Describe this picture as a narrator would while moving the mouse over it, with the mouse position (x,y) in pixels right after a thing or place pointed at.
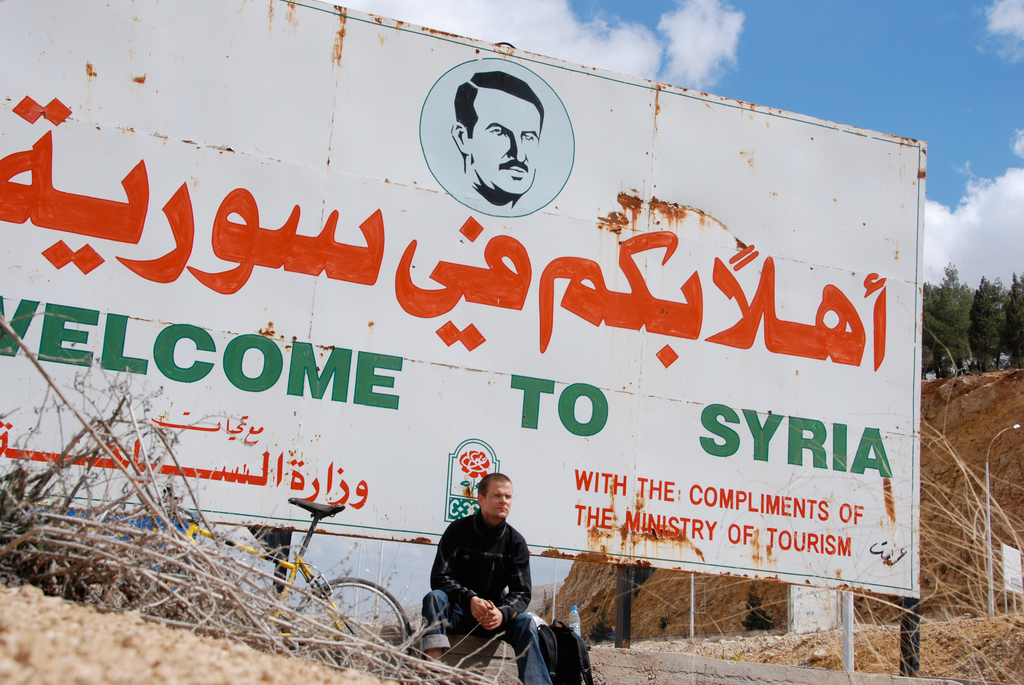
In this image I can see a person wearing black shirt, blue pant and black color bag (562,643). Background (294,280) I can see a board (297,296) in white color, trees (968,296) in green color and the sky (759,79) is in white and blue color.
